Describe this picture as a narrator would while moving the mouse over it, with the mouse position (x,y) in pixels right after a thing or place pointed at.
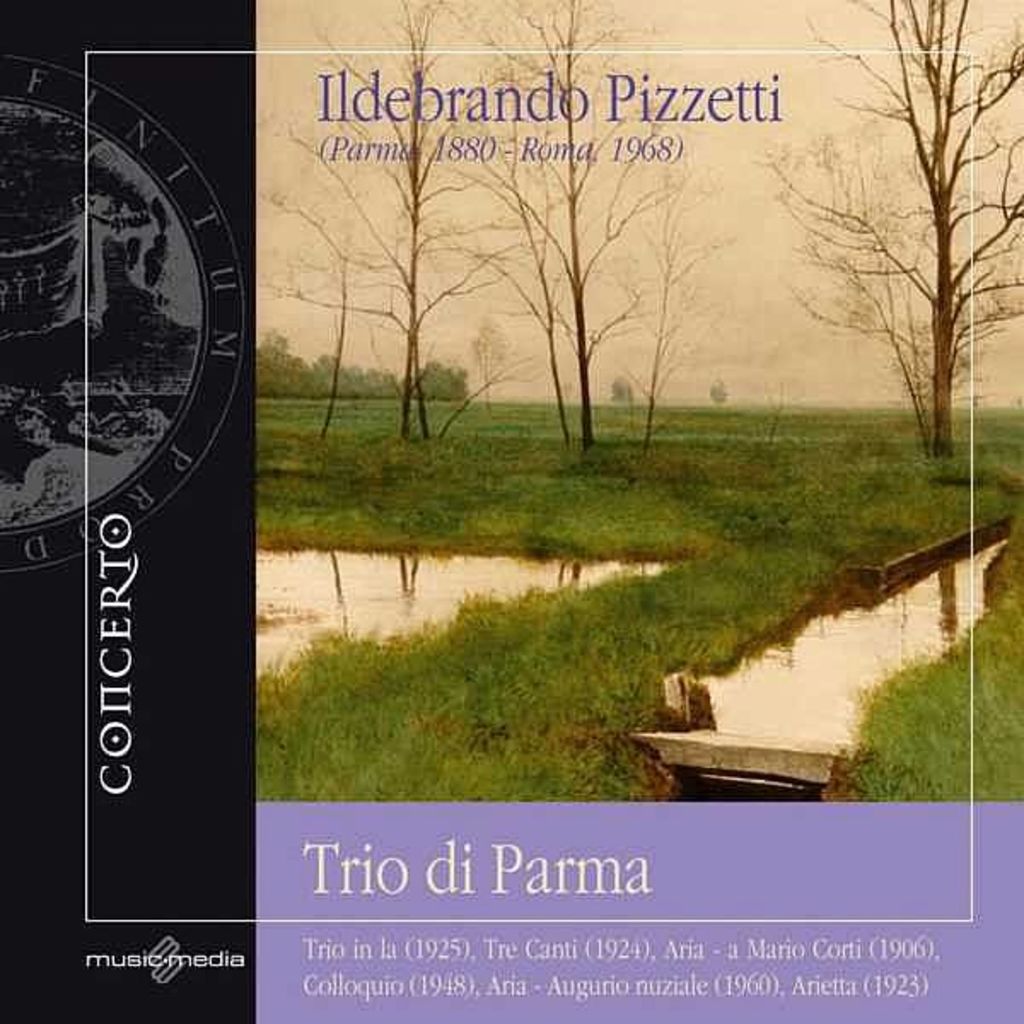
In this image we can see a CD cover (602,531). On the cover (719,546) there are trees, grass (630,610) and water (397,625). At the top (421,117) there is sky (747,292) and we can see text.
